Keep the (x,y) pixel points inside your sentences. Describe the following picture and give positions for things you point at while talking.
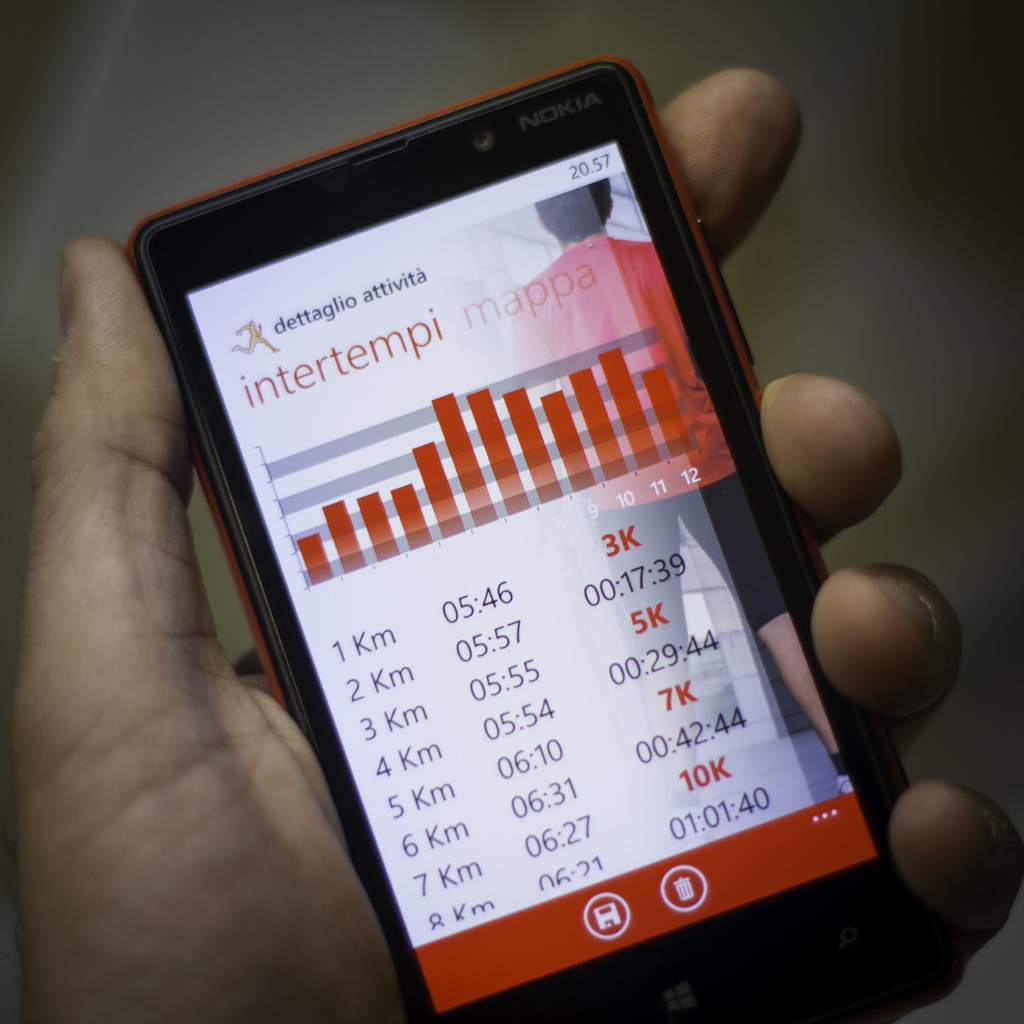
In this picture we can see some data (569,835) on the mobile display (553,475). Someone is holding the mobile (287,702) in their hand (174,802).
